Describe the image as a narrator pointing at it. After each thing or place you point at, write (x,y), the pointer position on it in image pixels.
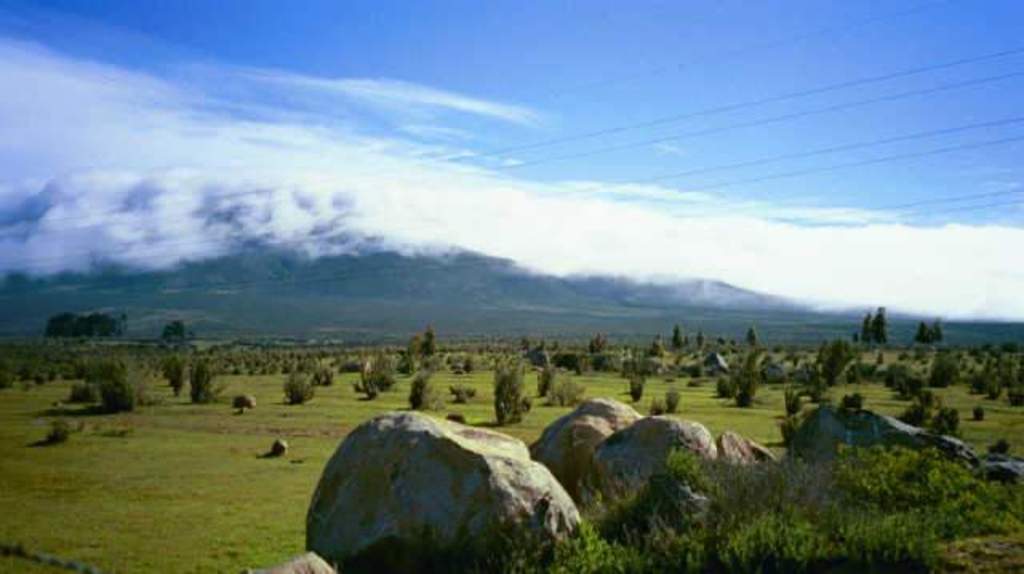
In this picture we can see rocks (419,465), plants (743,543), grass (289,518), trees (245,357) and wires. In the background of the image (572,187) we can see sky (648,170) with clouds (628,195).
